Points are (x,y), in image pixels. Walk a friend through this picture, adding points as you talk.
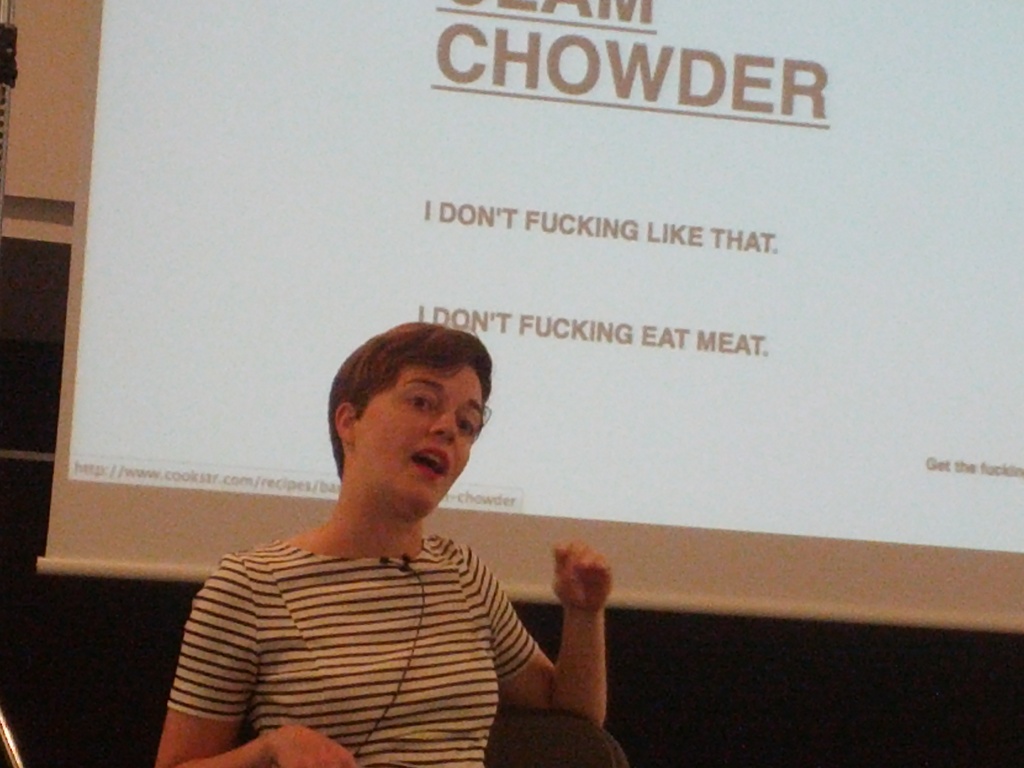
Here is a person (440,741) sitting on the chair (517,741) and speaking. This looks like a screen (675,345) with a display (753,257).
